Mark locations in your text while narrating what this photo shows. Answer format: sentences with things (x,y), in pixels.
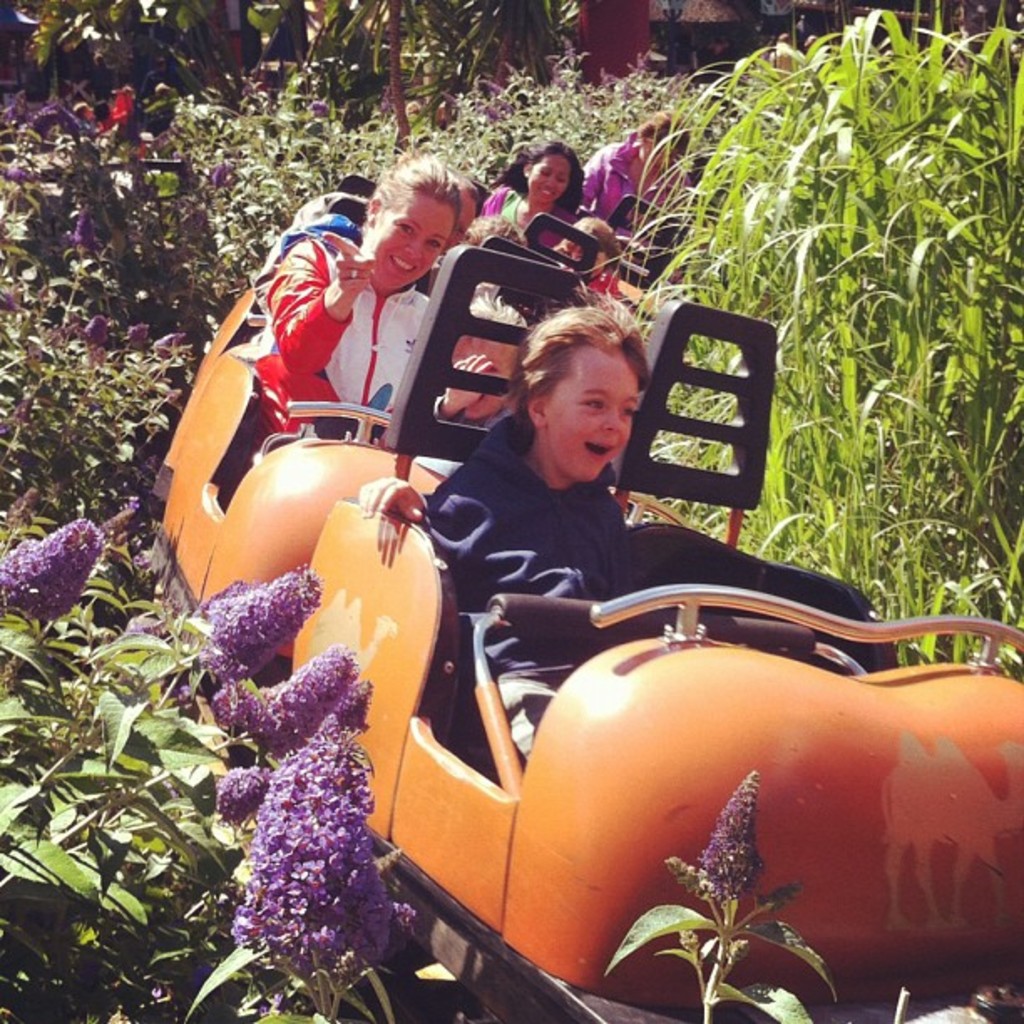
In this image we see a group of people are sitting, and smiling, on the ride (719,659), here are the plants (890,301), here are the flowers (94,552), at the back (283,87) here are the trees (406,6).
